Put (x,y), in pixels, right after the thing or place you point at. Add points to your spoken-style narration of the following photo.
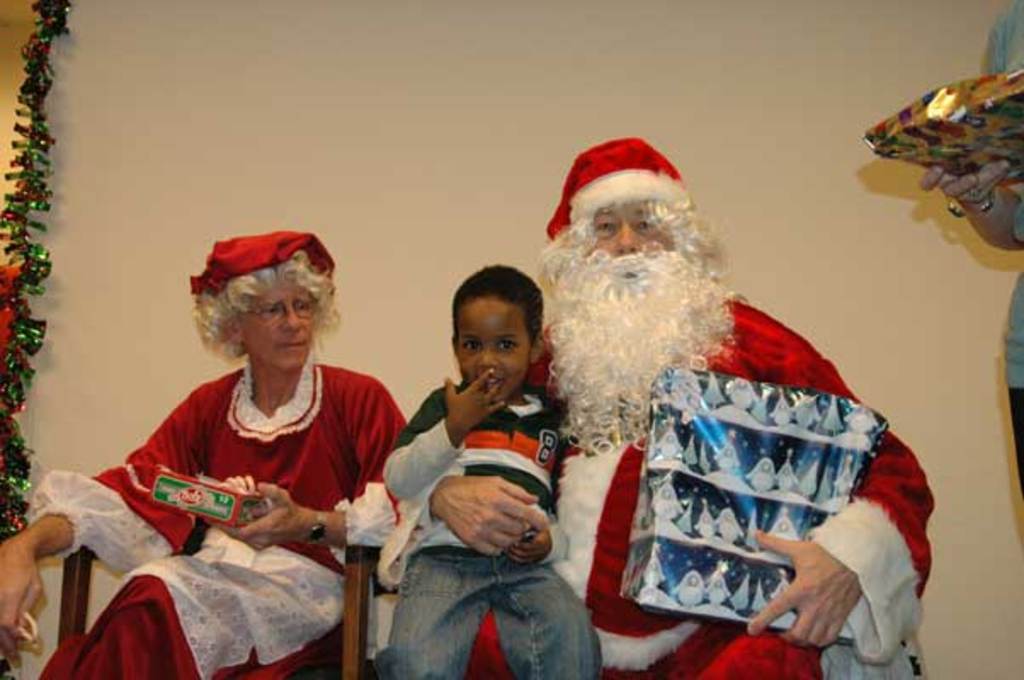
In this image there is a Santa Claus (637,428) on the right side (721,357) who is holding the gift box (777,487) with one hand (820,575) and a boy (511,478) with another hand (481,478). Beside him there is a woman (320,437) who is sitting in the chair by holding the cookies (231,514). On the right side (970,181) there is a person (972,201) standing on the floor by holding the box (962,134). On the left side (23,164) there are some decorative items (34,260).
